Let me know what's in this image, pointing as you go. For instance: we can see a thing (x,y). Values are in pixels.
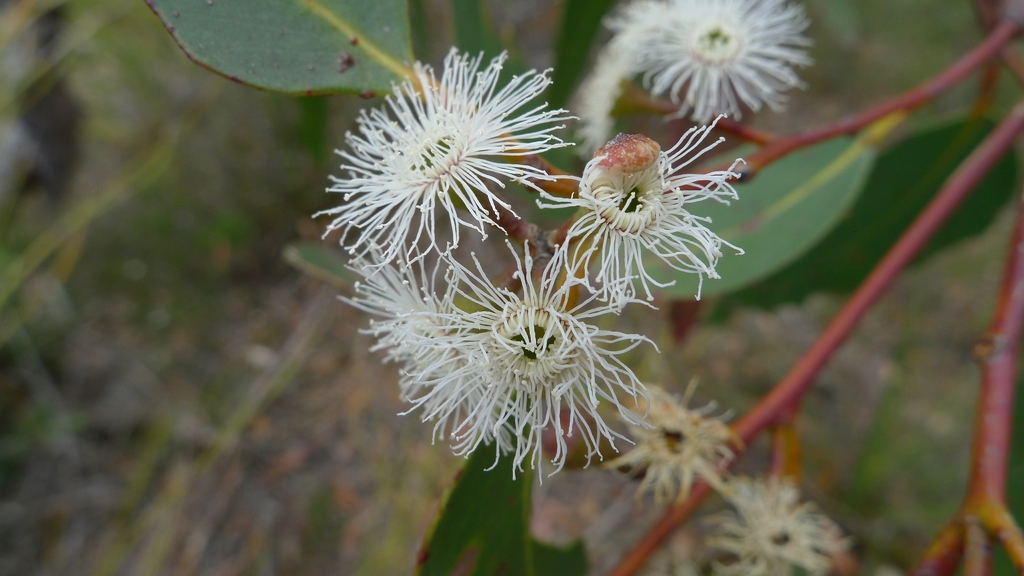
In this picture we can see few flowers (497,210) and leaves (326,37).
